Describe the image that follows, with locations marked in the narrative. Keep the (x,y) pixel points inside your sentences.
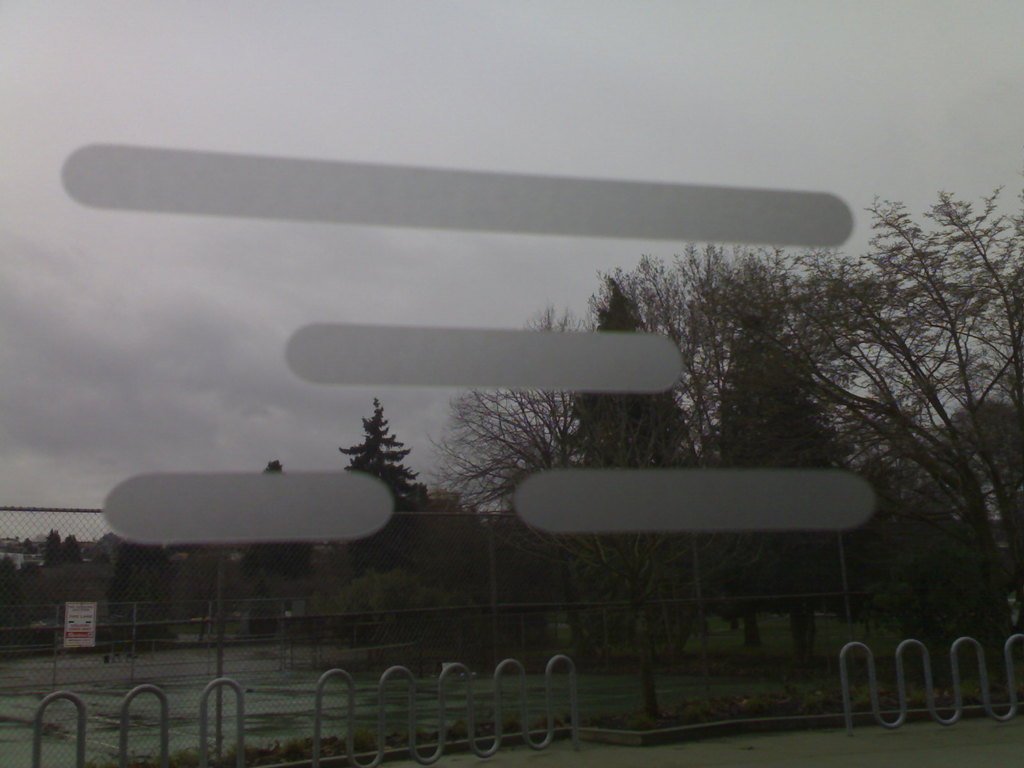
In this picture we can see some trees (598,542) and ground (69,713) covered with fence (420,627) and clouded sky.
